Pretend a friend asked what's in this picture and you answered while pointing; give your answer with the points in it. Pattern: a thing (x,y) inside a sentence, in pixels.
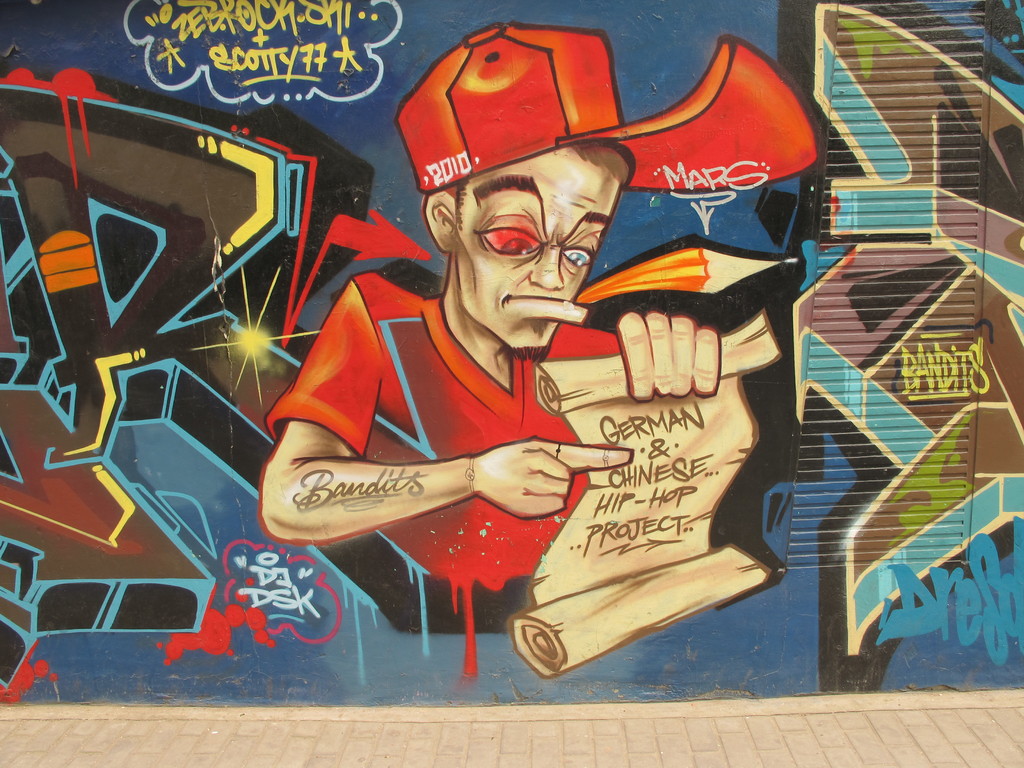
There is a painting (257,306) on a wall (632,416), the painting (453,421) of a man (498,309) holding some note (610,542) and his hand (621,463) is drawn on the wall (468,137).
